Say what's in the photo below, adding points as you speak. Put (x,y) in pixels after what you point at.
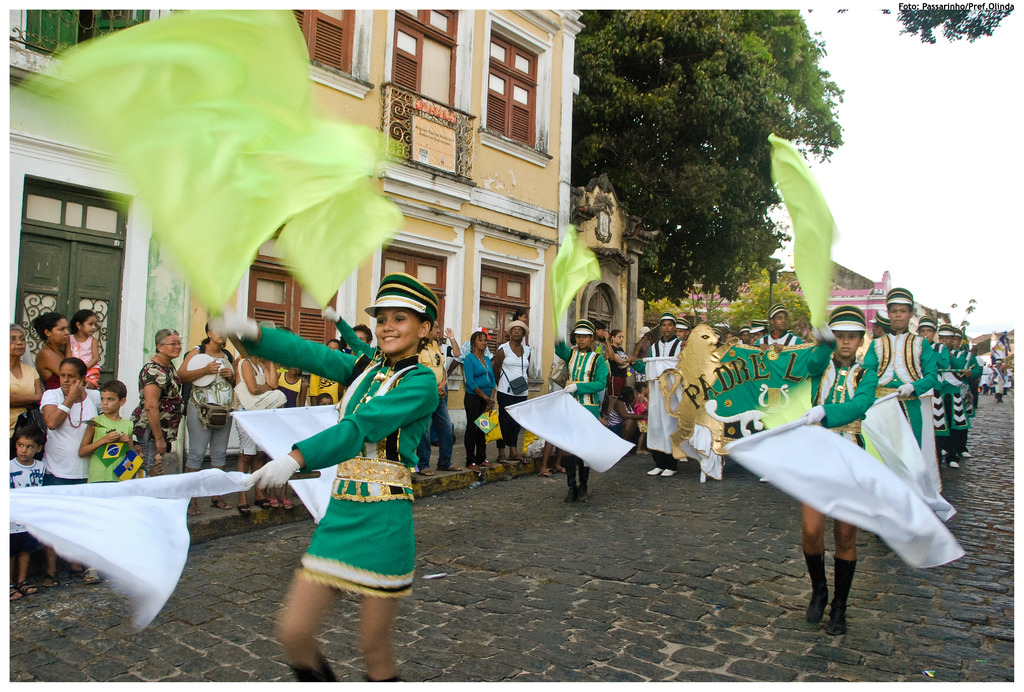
This picture is clicked outside. In the center (658,413) we can see the group of persons (360,413) wearing same costumes (362,427), holding flags (858,507) and dancing. In the background (831,124) we can see the sky (916,43), trees (718,169), buildings (225,312), group of persons (87,445) and some other objects (1001,338).
